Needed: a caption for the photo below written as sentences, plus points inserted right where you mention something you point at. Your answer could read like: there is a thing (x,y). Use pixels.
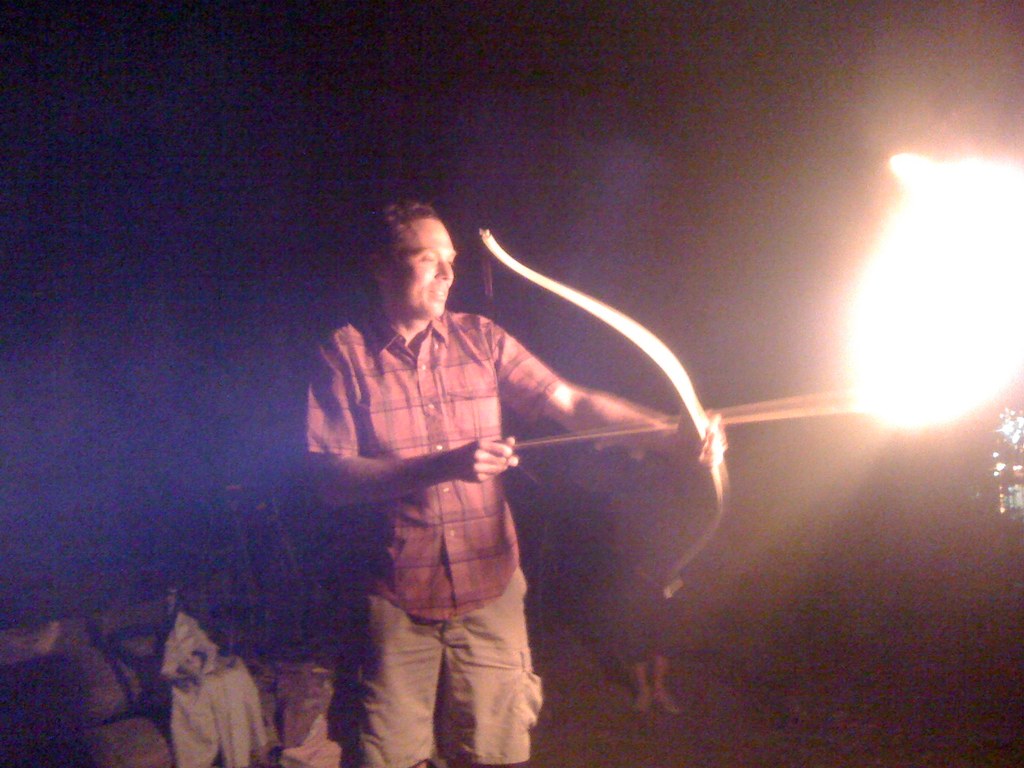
In this image I can see the dark picture in which I can see a person (512,558) is standing and holding an arrow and a bow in his hand (498,447). I can see fire (903,346) to the right side of the image (912,321). I can see the dark background (983,448).
